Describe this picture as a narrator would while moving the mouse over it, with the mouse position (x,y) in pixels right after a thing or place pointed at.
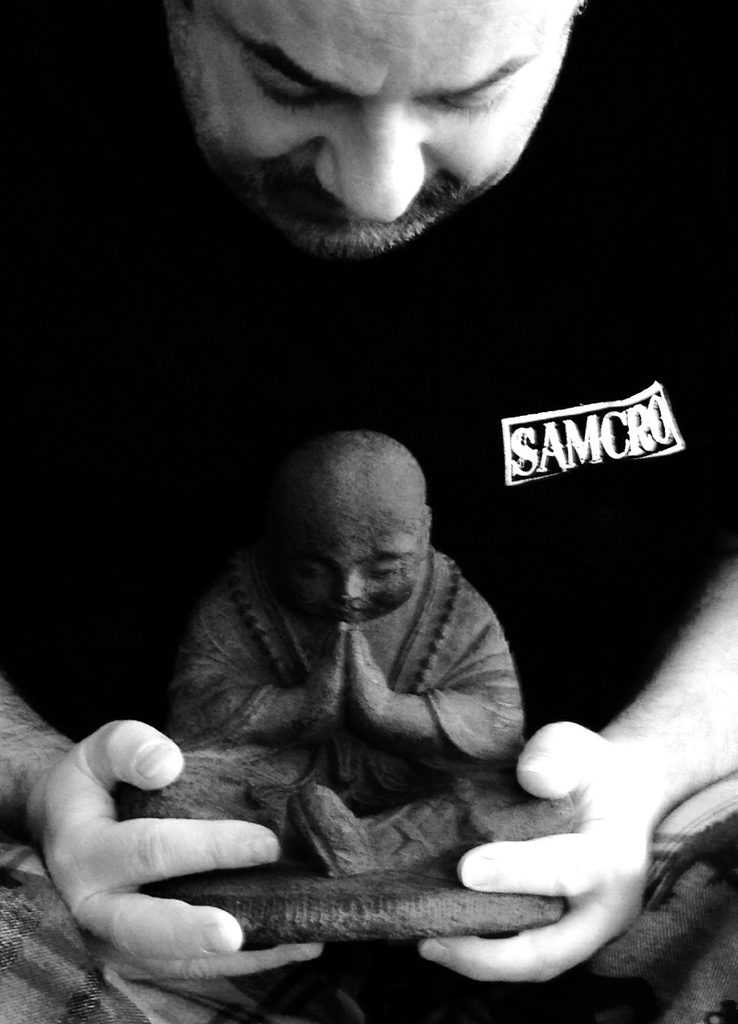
In this picture we can see a person (52,265) holding a statue (306,513).
